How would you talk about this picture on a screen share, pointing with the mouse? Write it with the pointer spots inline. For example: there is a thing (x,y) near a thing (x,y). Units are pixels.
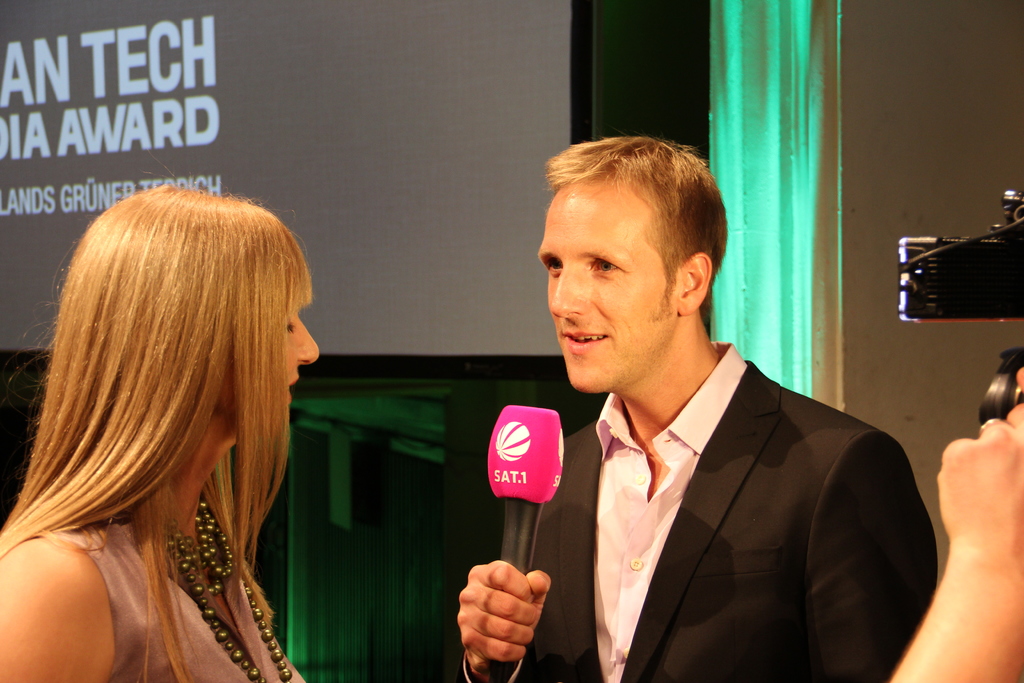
This is a image of a interview. On the right (1000,502) there is a person's hand (999,419) and camera (933,291). In the center of the picture (555,313) there is a man (638,542) holding mic (519,550). On the left (113,209) there is a woman (179,446). In the background (234,97) there is a screen (520,101). To the right (792,155) background (945,81) there is a curtain (810,157) and a wall (942,100).
